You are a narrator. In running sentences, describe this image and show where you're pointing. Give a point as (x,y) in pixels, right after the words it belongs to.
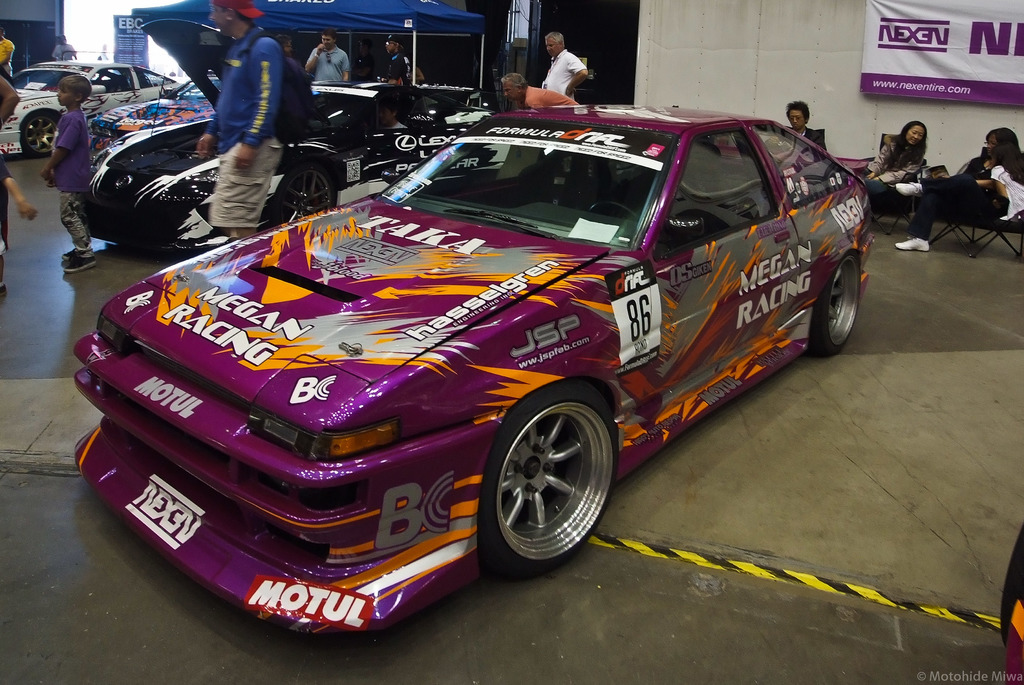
This is the picture of a place where we have some cars (415,365) and around there are some people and a poster (986,30) to the wall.
